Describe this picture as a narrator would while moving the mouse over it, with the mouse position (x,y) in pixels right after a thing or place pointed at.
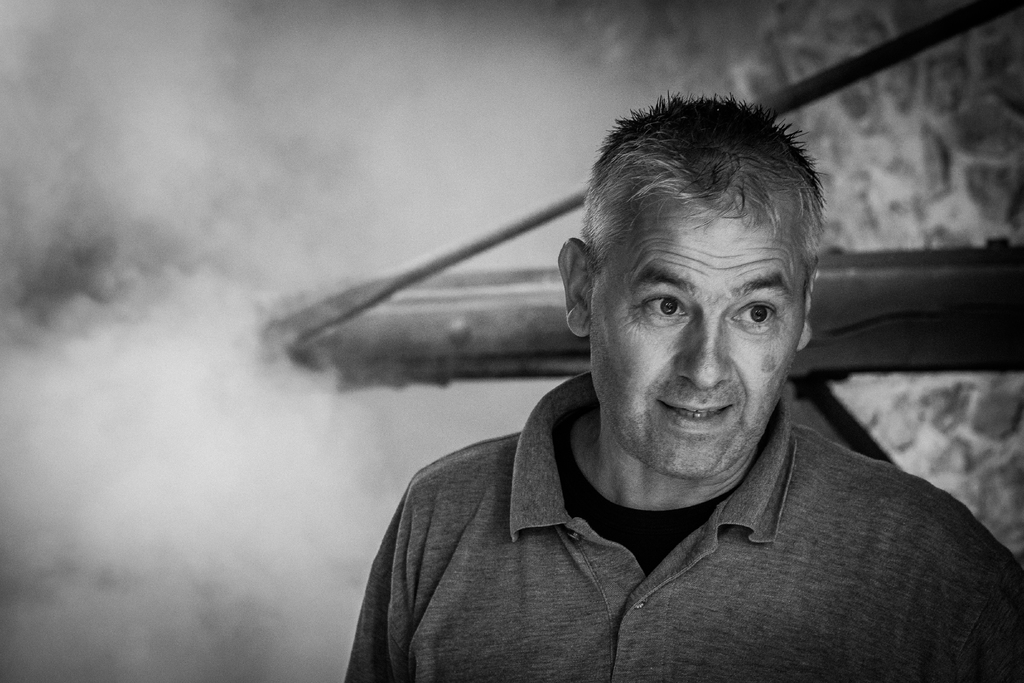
This image consists of a person (575,504) standing in the center (666,404) having some expression on his face (718,379). In the background (295,297) there is some smoke (268,293) and a wooden stand (546,302).
